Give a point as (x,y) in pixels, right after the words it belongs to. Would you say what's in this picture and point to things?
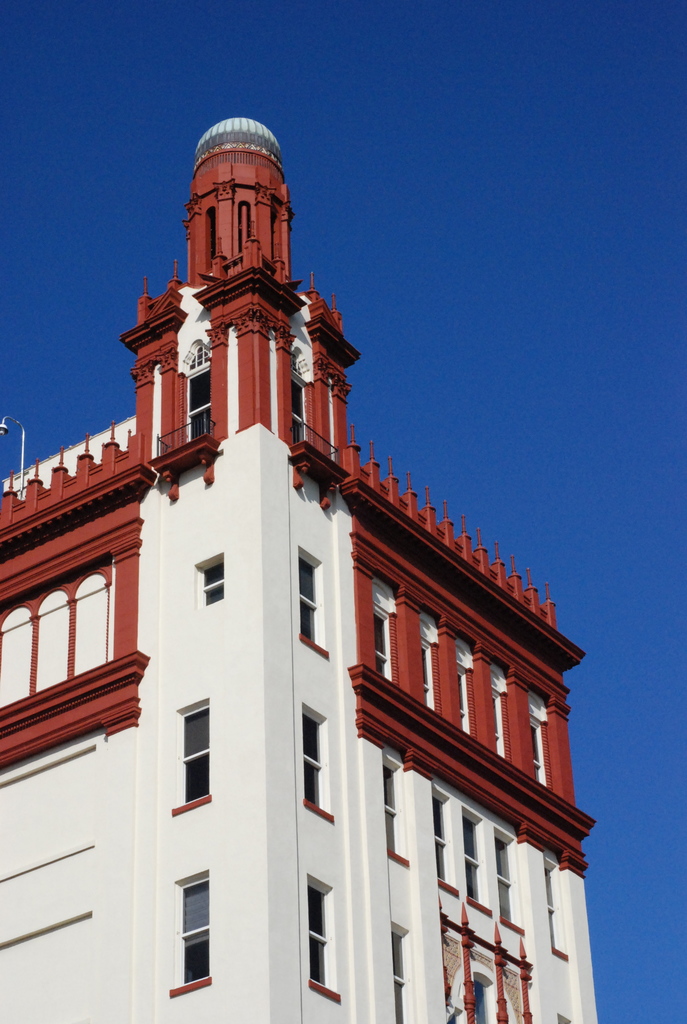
In the image there is a building (265,694) on the left side (224,693) and above its sky (533,270).
